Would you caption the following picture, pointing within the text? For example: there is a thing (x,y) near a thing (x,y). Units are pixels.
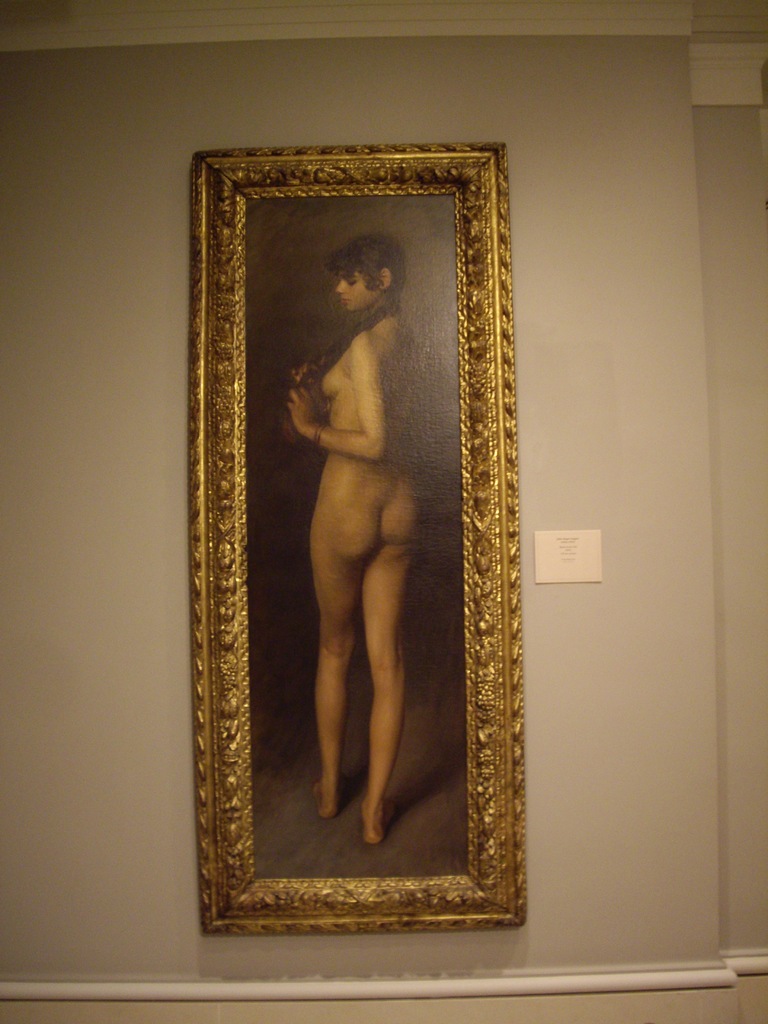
In this image I can see the frame (371,501) attached to the wall (104,280). In the frame (371,451) I can see the person (360,511) standing.
